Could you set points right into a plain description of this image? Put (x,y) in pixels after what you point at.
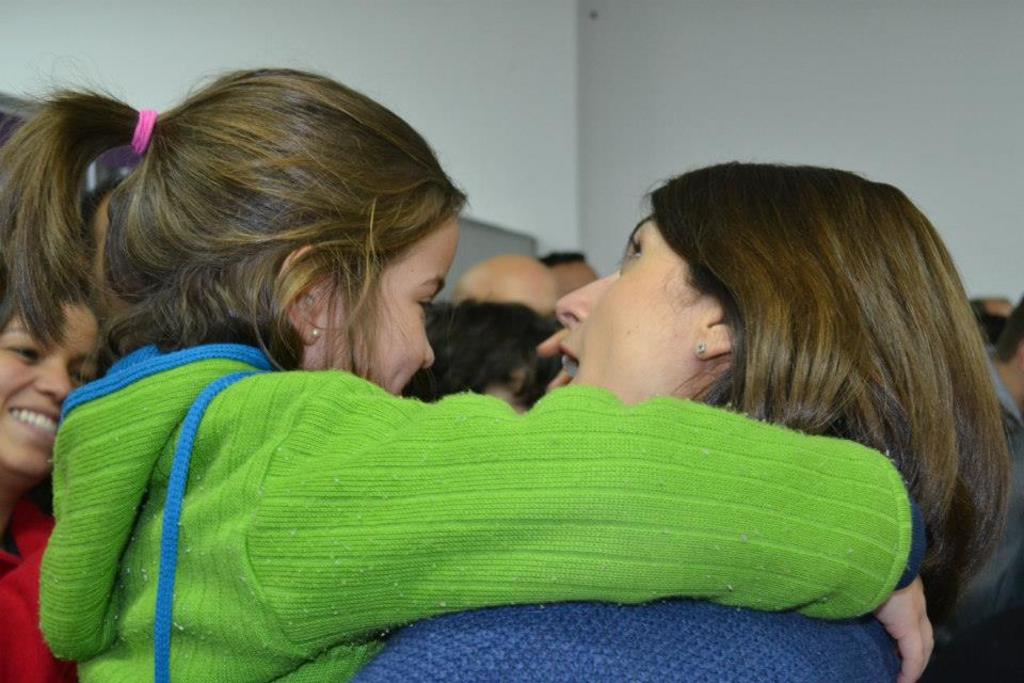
In this image I can see a woman (643,642) carrying a girl (462,503) who is wearing a green hoodie (666,465). There are other people (518,377) in the room (559,111). There are white walls (559,111).
